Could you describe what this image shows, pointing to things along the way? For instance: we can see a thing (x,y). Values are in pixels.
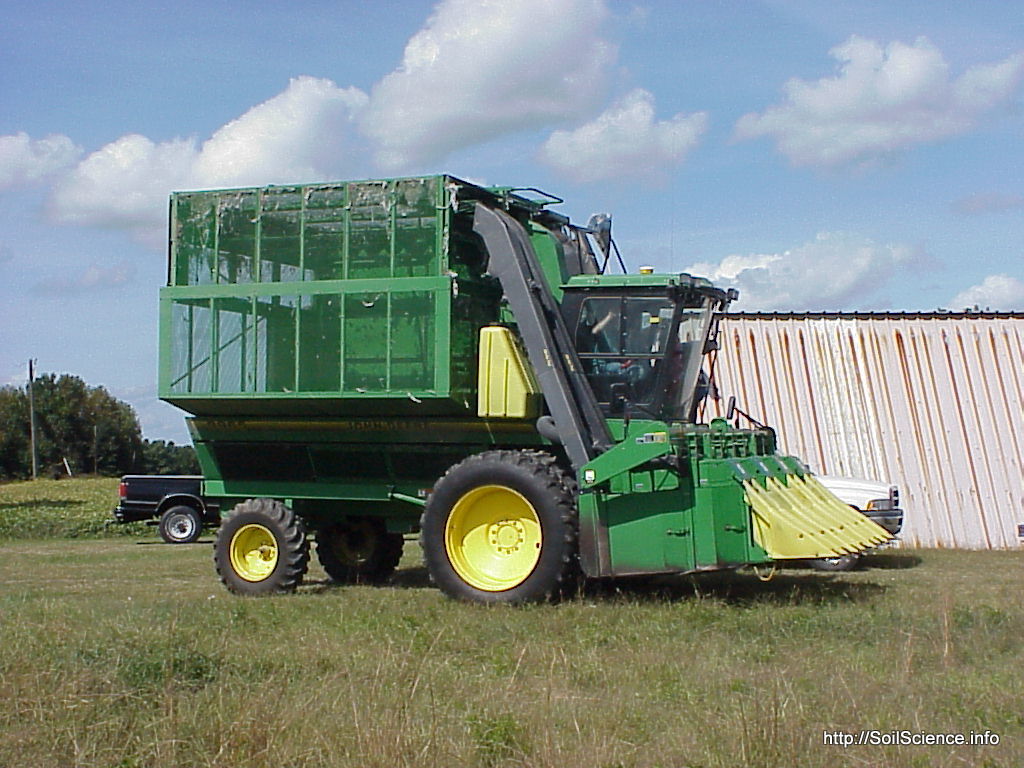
In this picture I can see vehicles (287,315), there are trees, grass (179,565), and in the background (502,178) there is the sky (811,70) and there is a watermark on the image.
